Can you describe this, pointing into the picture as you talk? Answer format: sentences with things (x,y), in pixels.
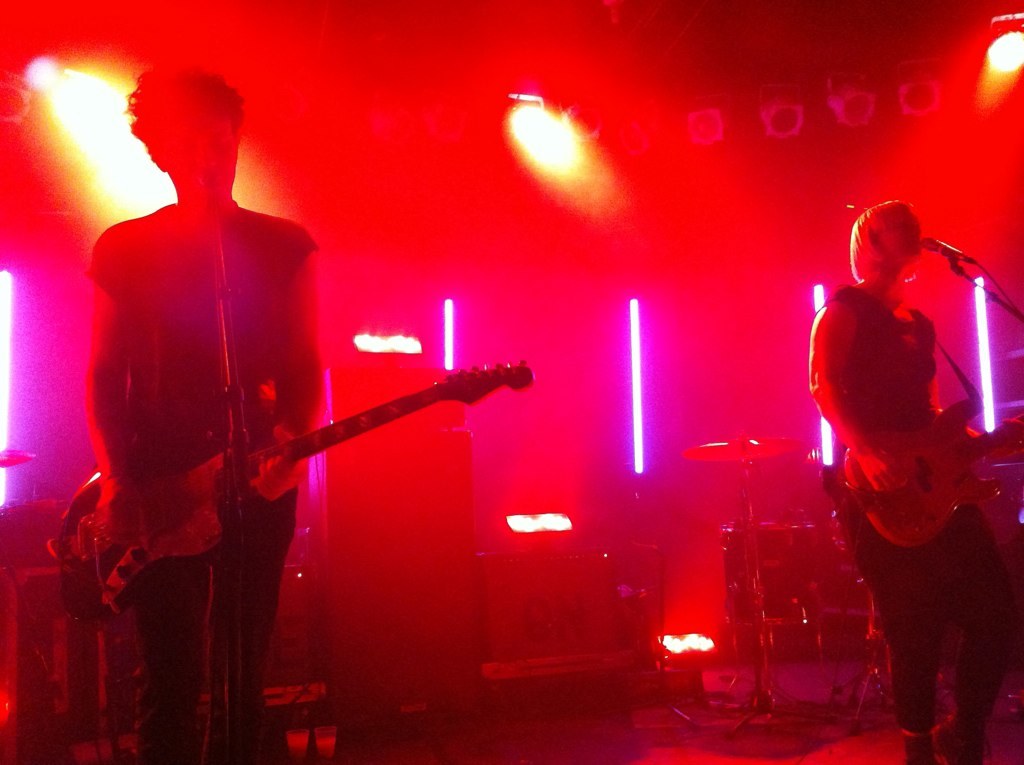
In this picture we can see two persons (820,319) standing in front of mike (930,247) and they are playing guitar (957,476). On the background (532,111) we can see some lights (547,109).
